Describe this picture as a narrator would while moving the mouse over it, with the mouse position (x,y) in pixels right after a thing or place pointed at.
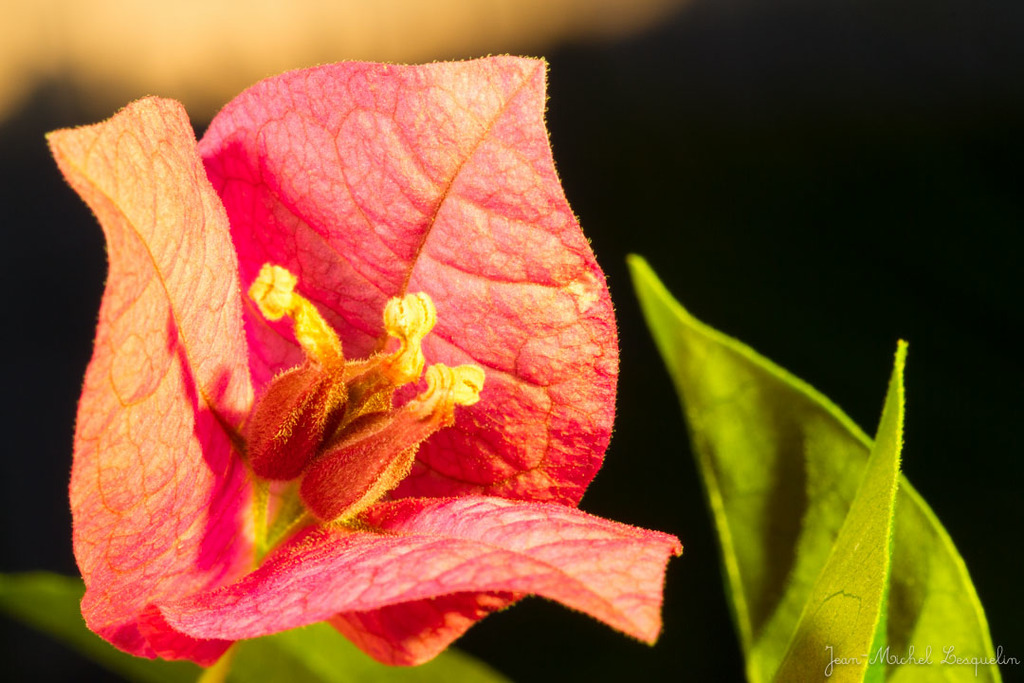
This is the picture of a flower (205,390). In this image there is a red color flower (327,449) and there are leaves (832,550). In the bottom right (983,657) there is a text (927,652).
